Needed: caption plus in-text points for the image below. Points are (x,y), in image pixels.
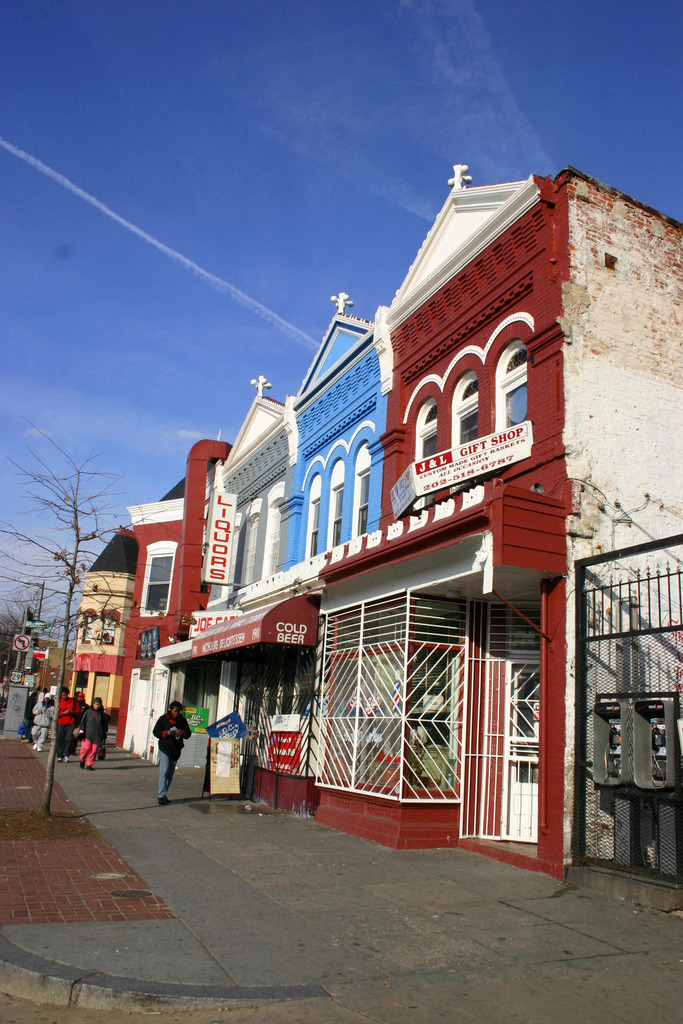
This image is taken outdoors. At the bottom of the image (205,930) there is a floor (149,836). At the top of the image (218,228) there is a sky (287,159) with clouds (447,56). On the right side of the image (592,479) there are a few buildings (415,579) with walls (489,412), windows (464,440), doors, roofs (367,337) and railings (302,694). There are many boards (212,548) with text (225,549) on them and there is a gate (670,823). In the middle of the image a few people (73,708) are walking on the floor (125,774) and there is a tree (69,562).
